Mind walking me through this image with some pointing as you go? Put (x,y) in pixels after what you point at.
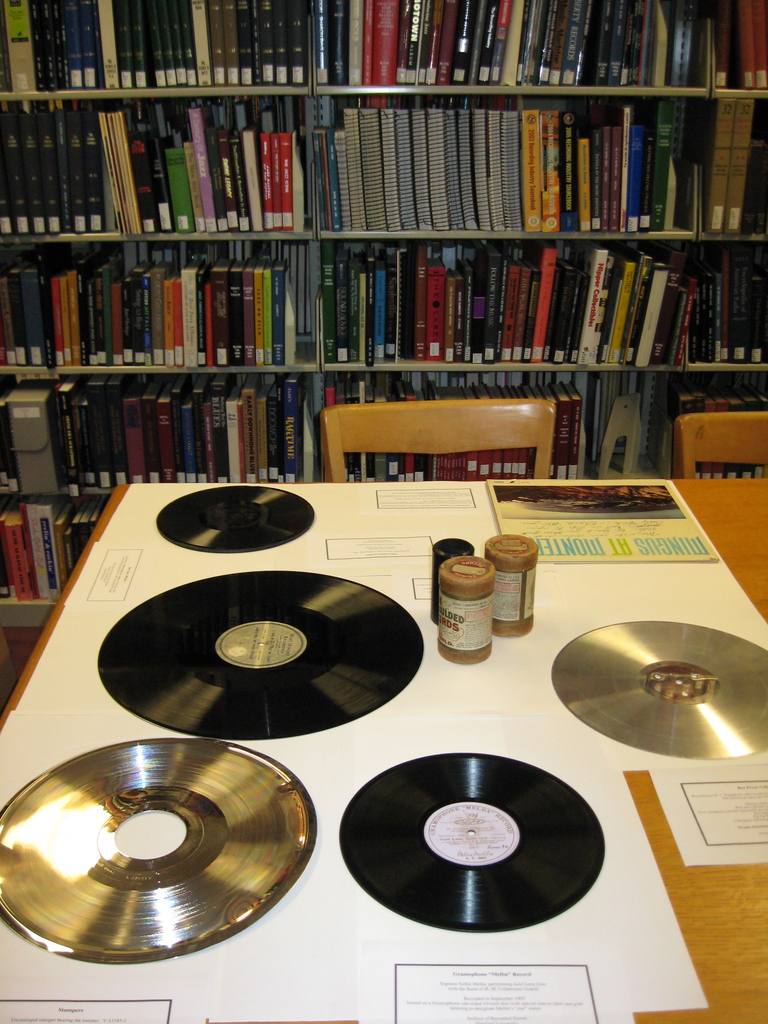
In this image I can see few discs (446,865) and few objects (643,489) on the table (747,871). Back I can see chairs (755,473) and book-rack (386,236). I can see few books (486,325) inside the rack (635,251).
